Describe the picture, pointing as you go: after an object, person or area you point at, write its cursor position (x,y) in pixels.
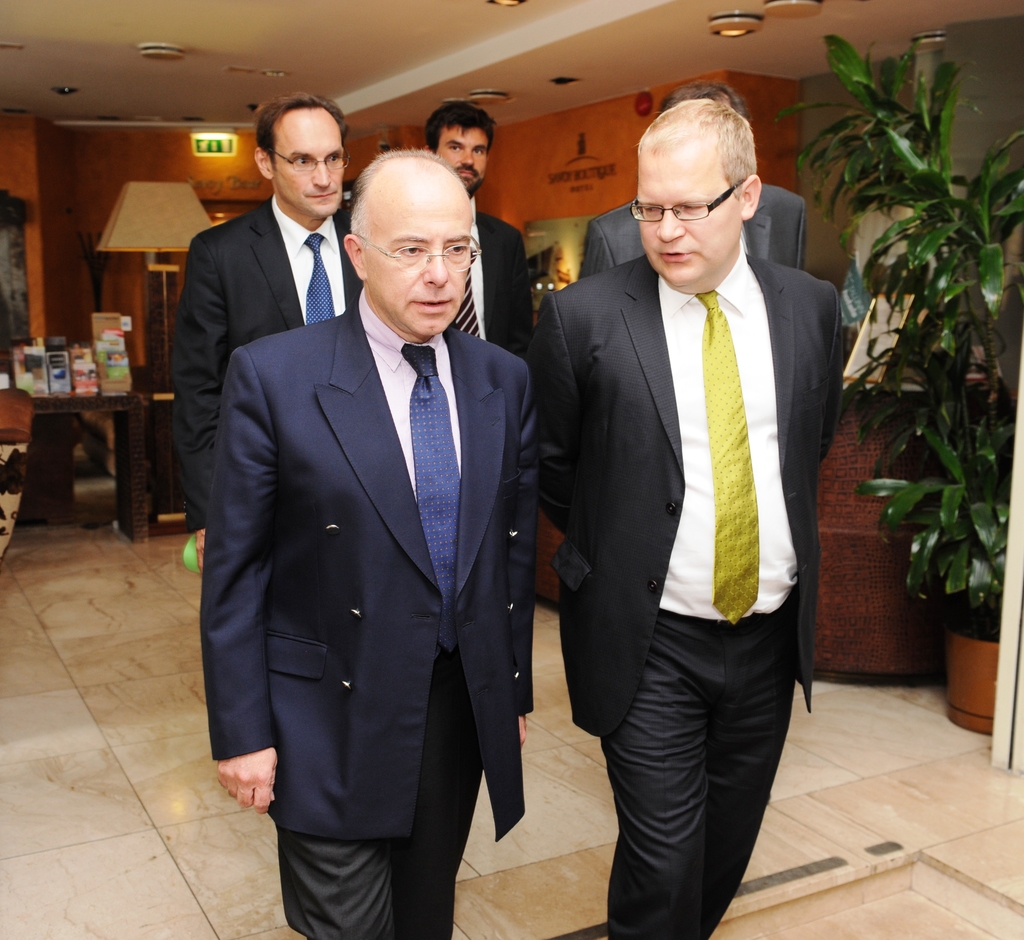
In this image I can see group of people (531,633) standing, the person (640,584) at right (736,555) is wearing black blazer (671,437), white shirt (696,441), yellow color tie (730,468) and the person (384,481) at left (245,480) is wearing blue blazer (245,480) and blue color tie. Background (981,436) I can see few plants (990,404) in green color, I can also see few objects (45,366) on the table (119,447), few lights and the wall (552,157) is in orange color.
